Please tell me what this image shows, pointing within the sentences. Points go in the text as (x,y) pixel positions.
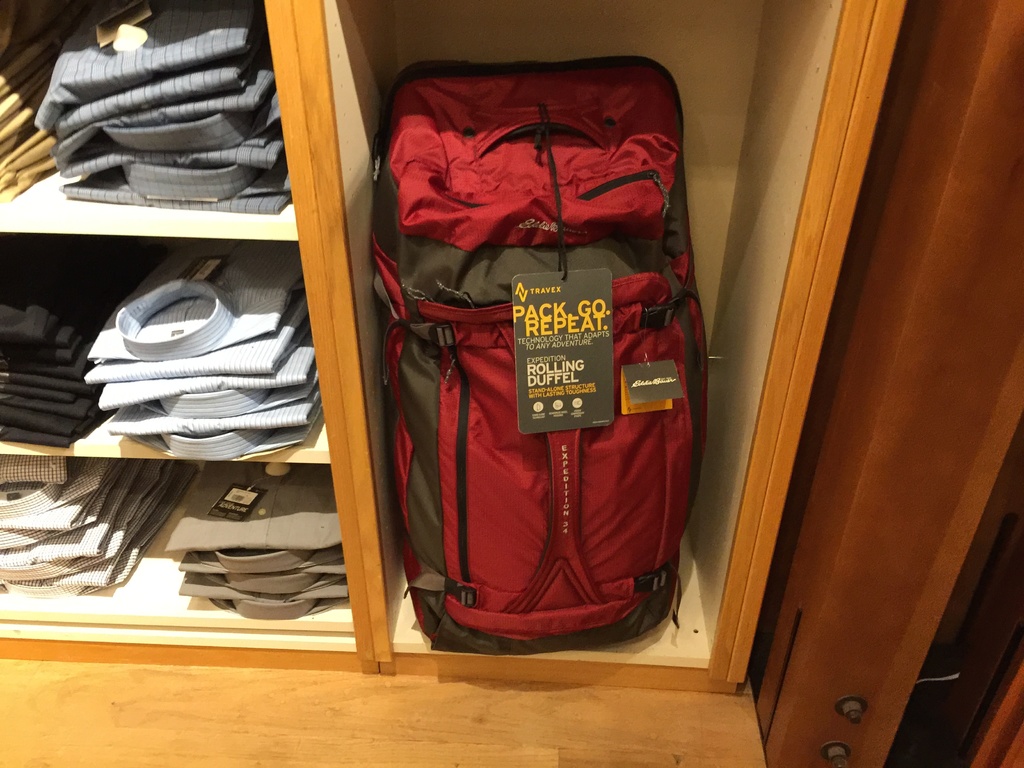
In this image on the right side (701,387) there is one luggage (504,339), and on the left side (10,352) there are some shirts (209,291) are there.
